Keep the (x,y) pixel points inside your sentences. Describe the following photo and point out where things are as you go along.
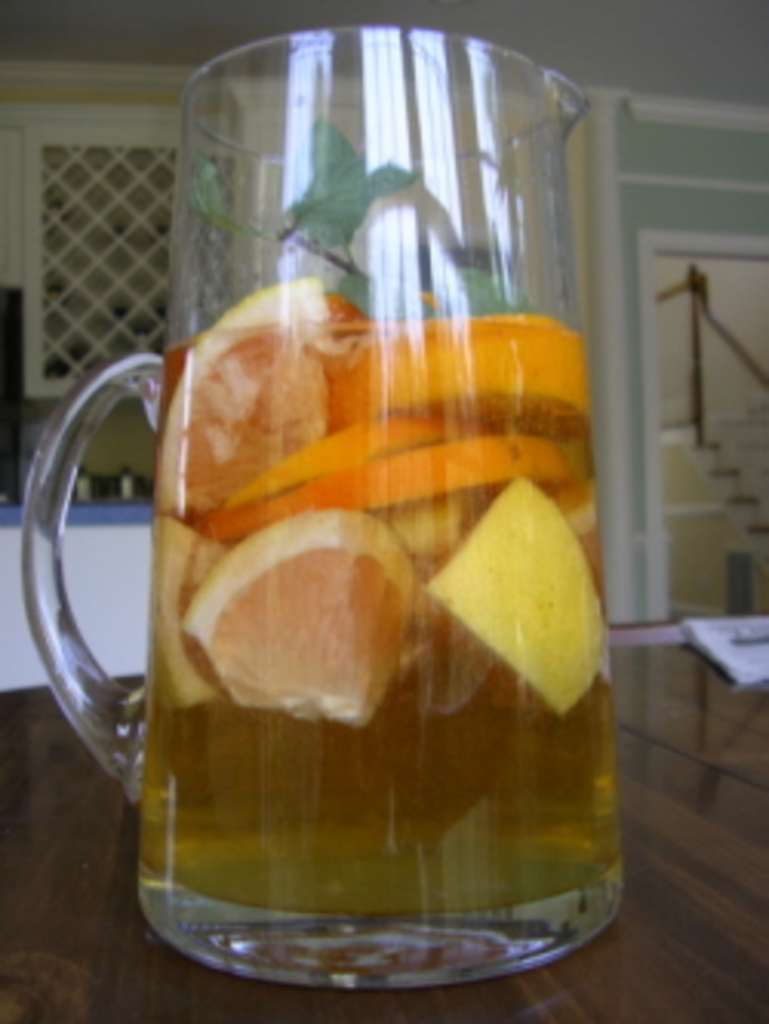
In the picture I can see a glass (405,594) of fruit drink (397,809) on the wooden table (699,824). It is looking like papers (748,655) on the table (696,662) on the right side (758,647). I can see the wine rack (120,303) on the left side (164,282).
